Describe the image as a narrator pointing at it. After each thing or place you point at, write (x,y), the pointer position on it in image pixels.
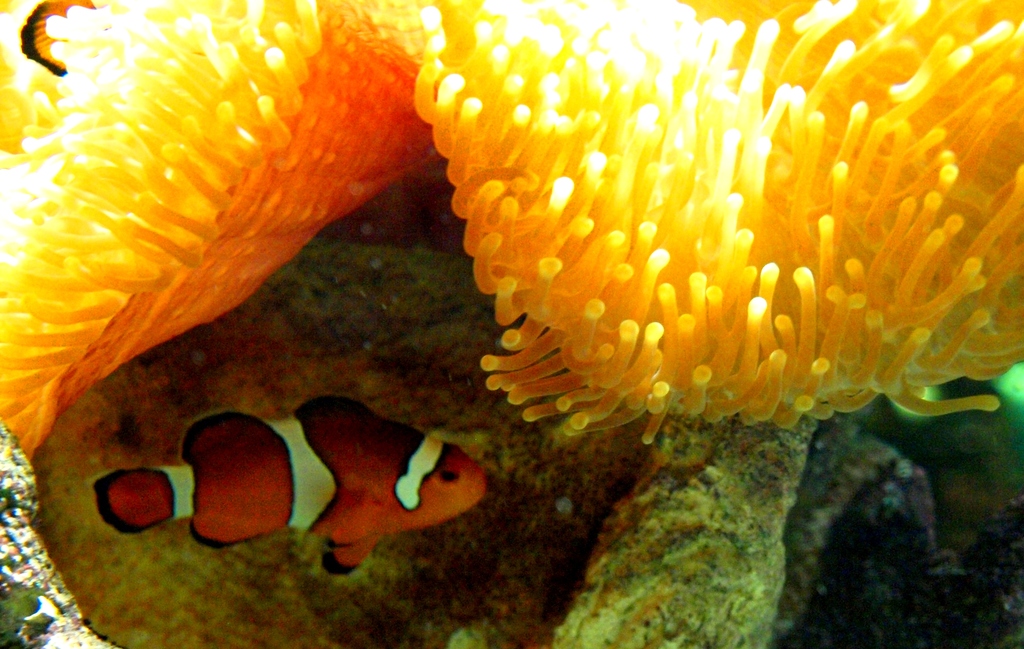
This is a zoomed in picture. In the foreground (263,507) there is an orange color fish (325,469) in the water body (530,538). At the top (304,90) we can see the marine plants (631,187). In the background (647,474) there are some objects (756,517).
